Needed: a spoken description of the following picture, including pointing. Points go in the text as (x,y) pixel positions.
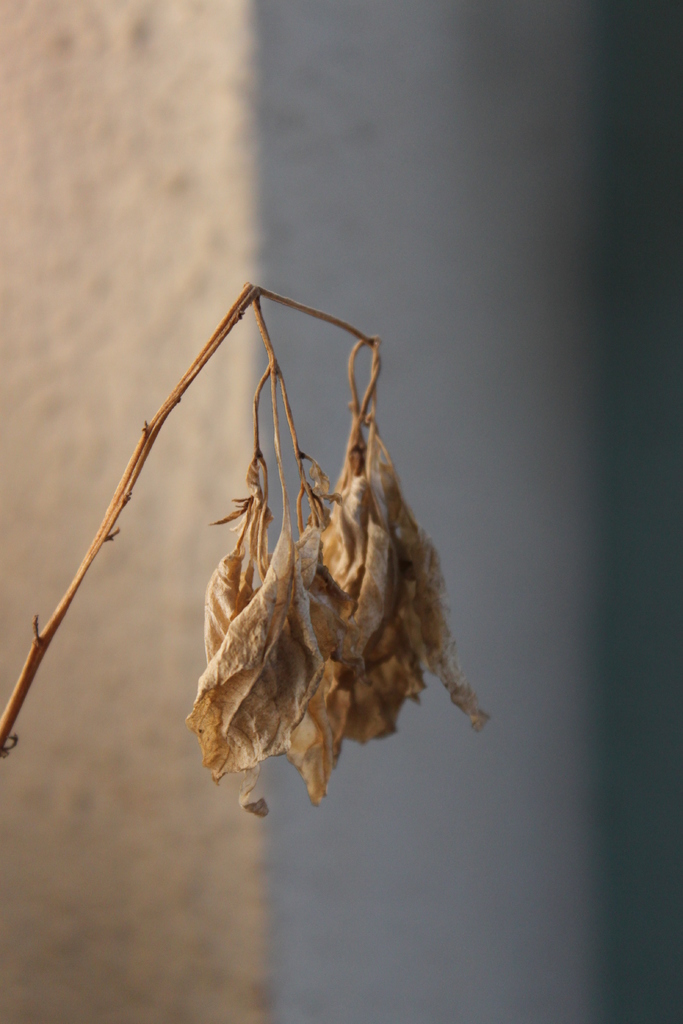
In the picture we can see a dried small plant (298,651) with flowers (268,599) and in the background (82,173), we can see a wall (338,339) which is white in color.
